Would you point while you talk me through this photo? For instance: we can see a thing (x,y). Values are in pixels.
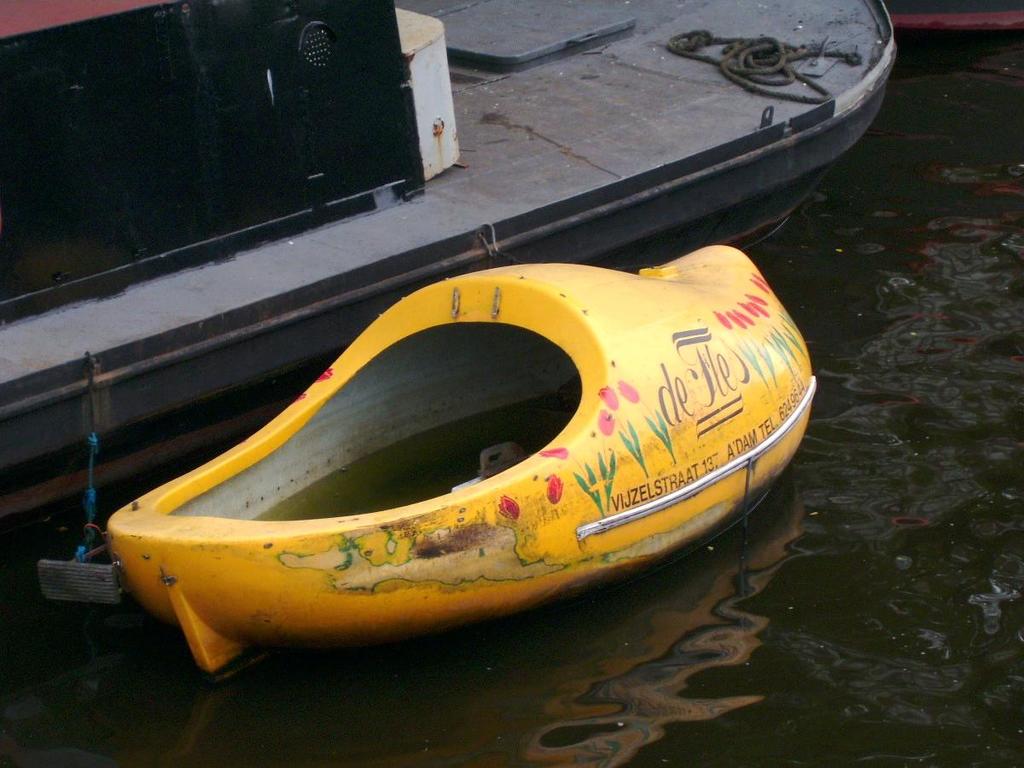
In this image there is a small yellow color boat (678,451) in the water (781,584). Beside it there is a big boat (525,115) on which there is a rope (778,63).
